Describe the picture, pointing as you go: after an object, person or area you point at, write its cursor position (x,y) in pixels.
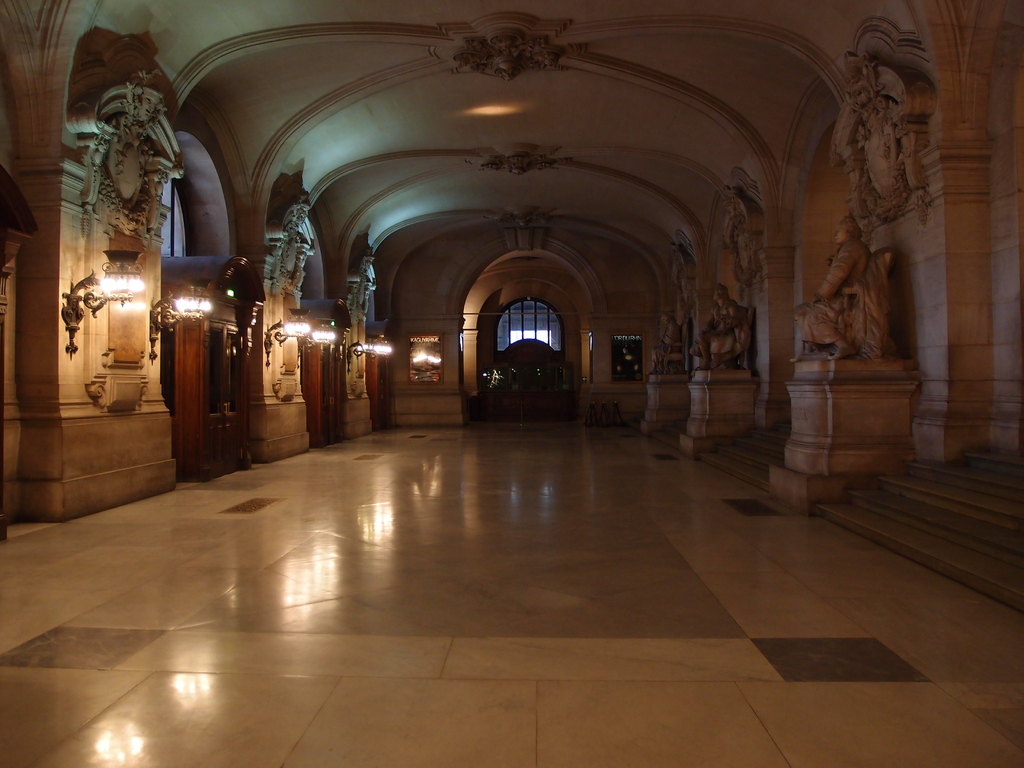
This image is taken in the hall (363,605). In this image there are sculptures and we can see lights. There is an arch (467,379) and we can see a window (528,325).
